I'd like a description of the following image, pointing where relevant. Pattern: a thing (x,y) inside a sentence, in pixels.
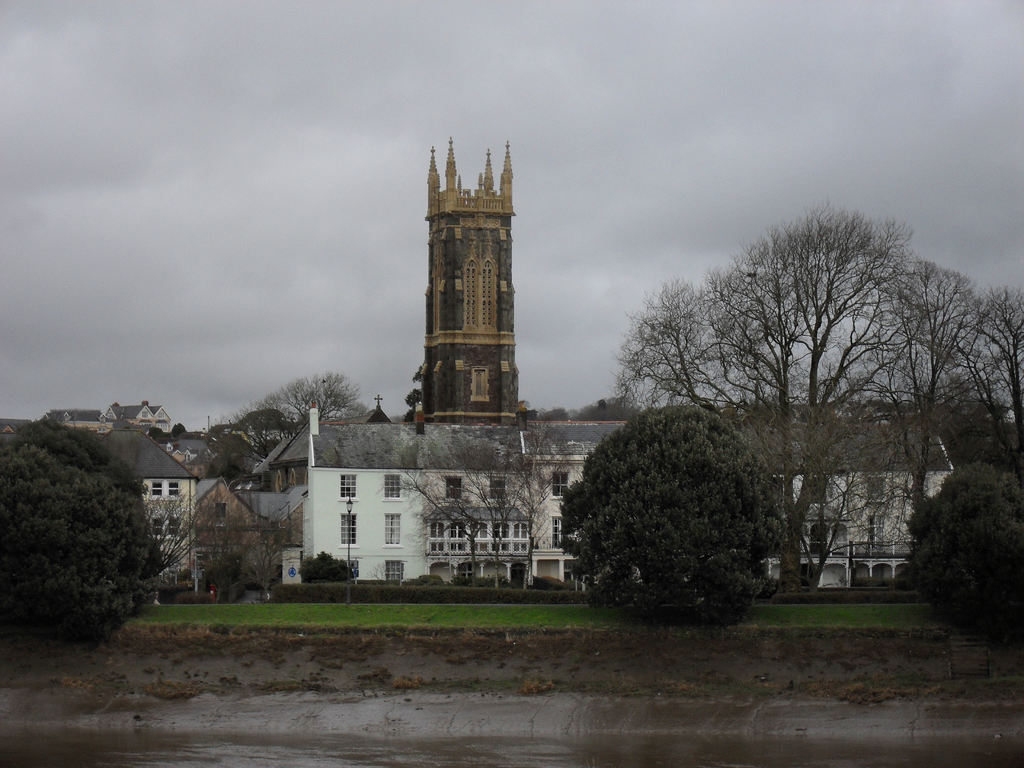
At the bottom of the image (271,749) I can see the water (197,761). It is looking like a sea (453,757). In the background (405,544) there are many buildings (176,454) and also trees (58,534). At the top of the image (203,101) I can see the sky (269,117).
